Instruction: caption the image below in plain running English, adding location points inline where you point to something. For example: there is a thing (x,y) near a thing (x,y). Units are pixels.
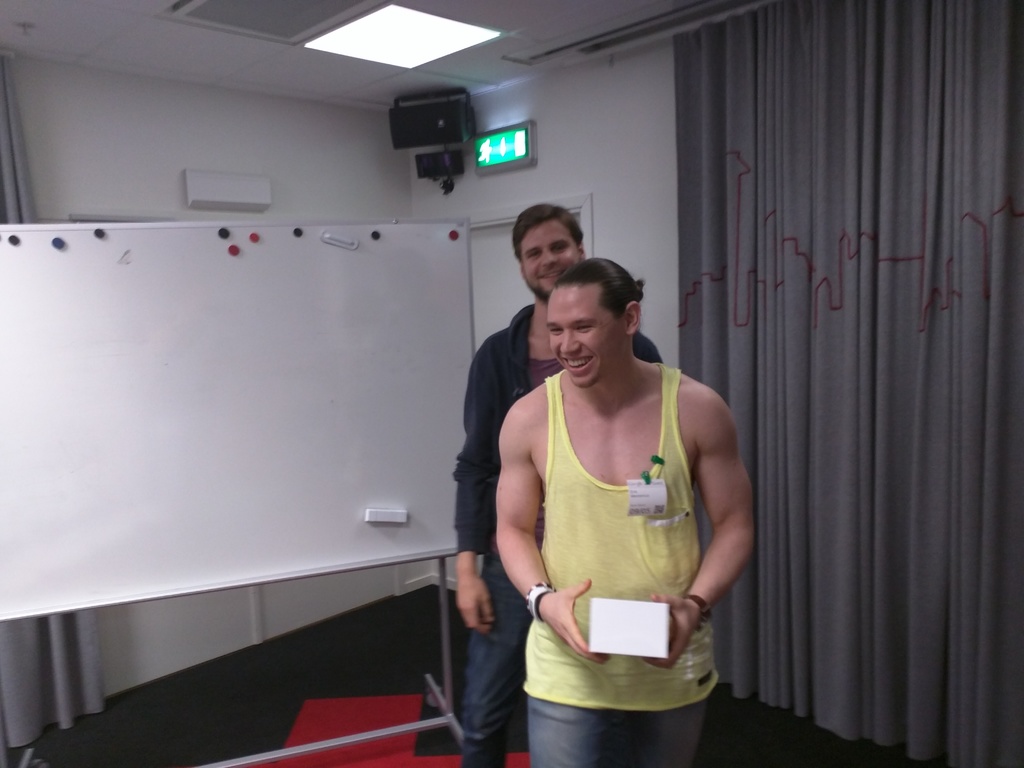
In this image there are two persons (565,535) standing and one person (573,547) is holding a box (611,601) and smiling, and on the right side (732,624) there is a curtain (747,385). On the left side (96,397) there is a board (256,411), in the background (484,271) there is a wall (614,175) and some objects (452,143) on the wall (150,173). At the bottom (386,700) there is floor (225,700), on the floor (519,740) there is a red carpet (404,746). At the top (332,20) there is ceiling (564,20) and some lights (450,45).
